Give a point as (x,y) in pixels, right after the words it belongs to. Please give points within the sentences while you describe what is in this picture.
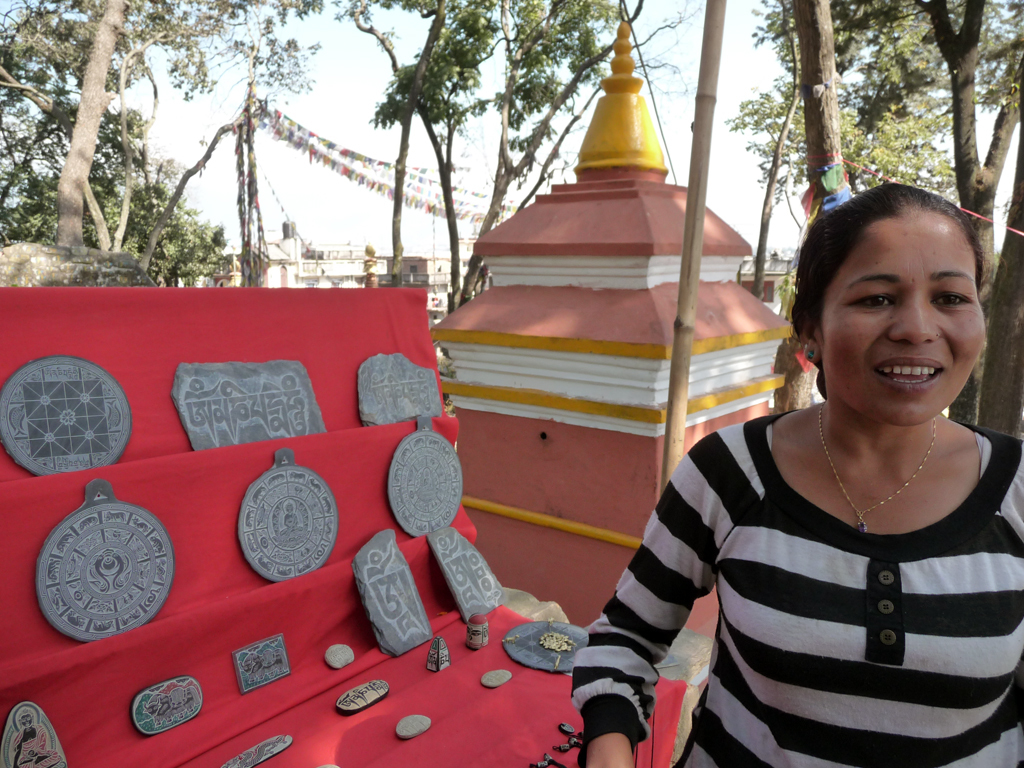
In this image in the foreground (752,524) there is one woman (816,496) who is talking, and on the left side (71,398) there are some stone carvings (274,650). And in the background (586,265) there are some buildings (636,222), poles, trees (156,196), flags (490,203) and at the top of the image (551,125) there is sky (197,111).
